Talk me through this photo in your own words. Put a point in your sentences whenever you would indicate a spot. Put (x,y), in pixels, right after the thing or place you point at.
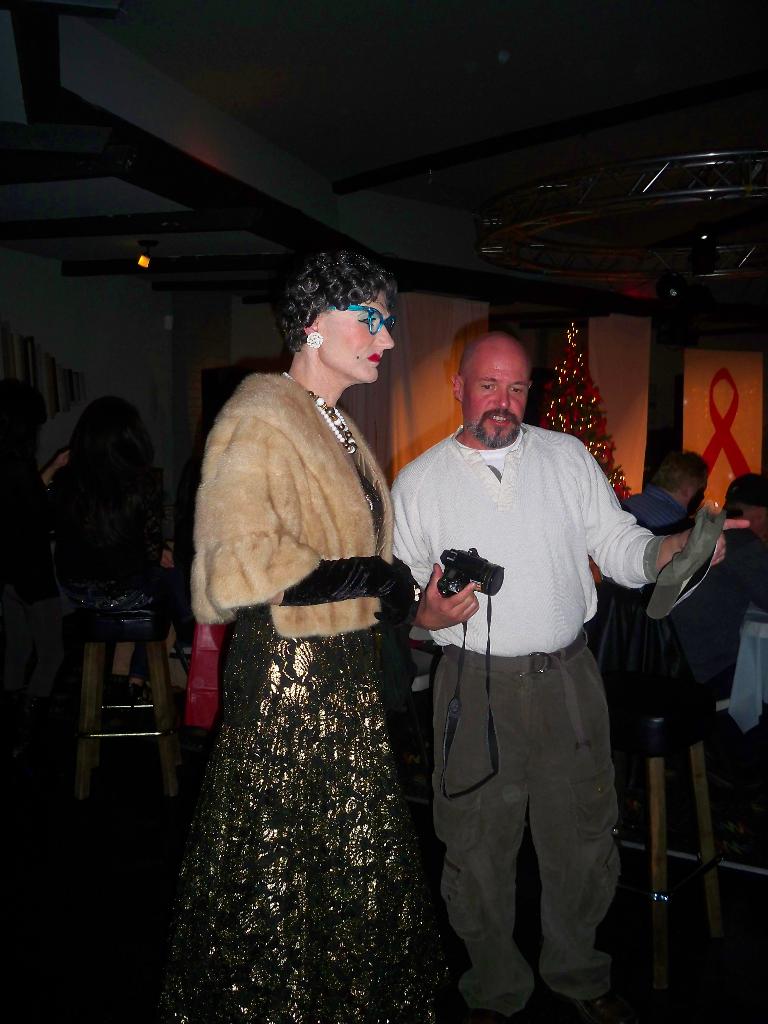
In the center of the image (381,600) there are two person (324,858) standing on the floor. In the background (76,650) there is a stool (76,622), persons (60,569), wall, christmas tree (565,405).
